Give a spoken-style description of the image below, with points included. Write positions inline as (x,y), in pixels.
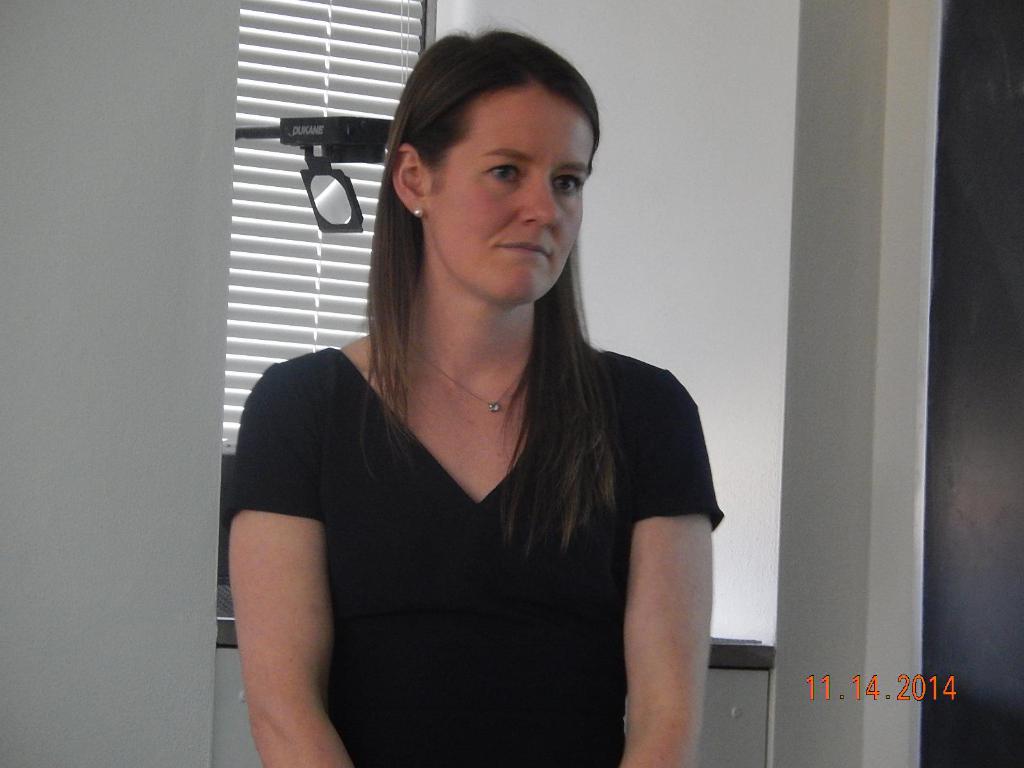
In this image there is a woman (448,442), she is wearing black color T-shirt (518,560), in the background (707,291) there is a wall (198,137).
